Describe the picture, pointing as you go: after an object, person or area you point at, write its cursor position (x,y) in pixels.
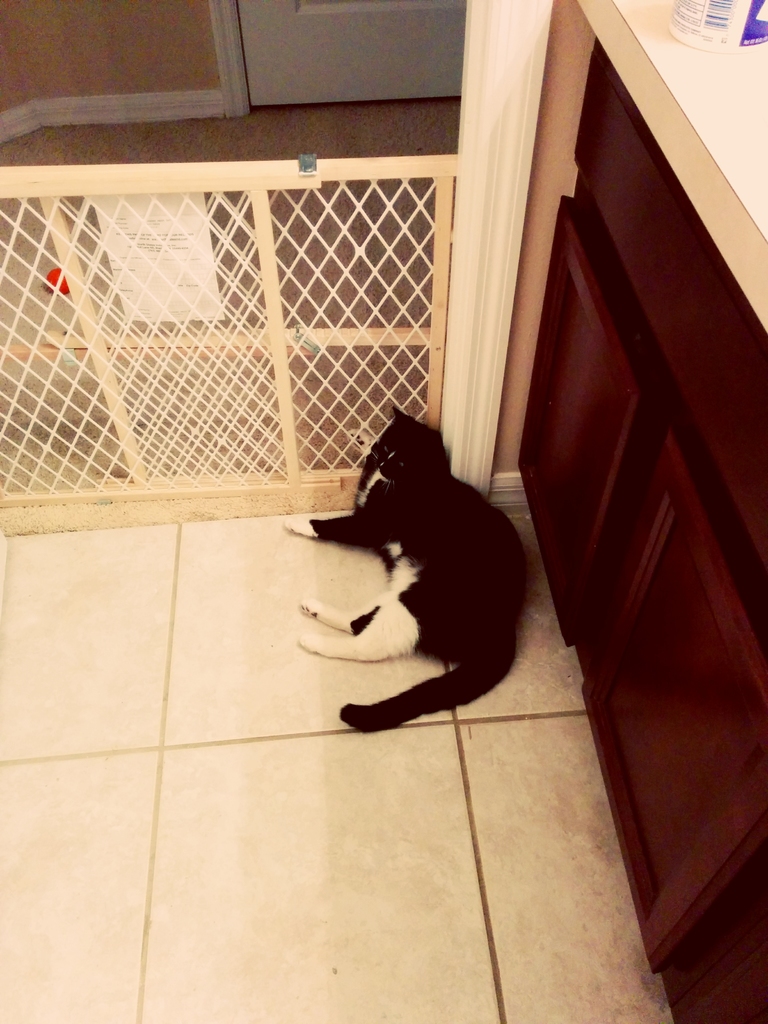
There is a cat (430,532) lying on the floor (259,641). Near to the cat (447,577) there is a wooden railing (267,265). On the right side (644,257) there is a table (665,169) with cupboards (679,560).
